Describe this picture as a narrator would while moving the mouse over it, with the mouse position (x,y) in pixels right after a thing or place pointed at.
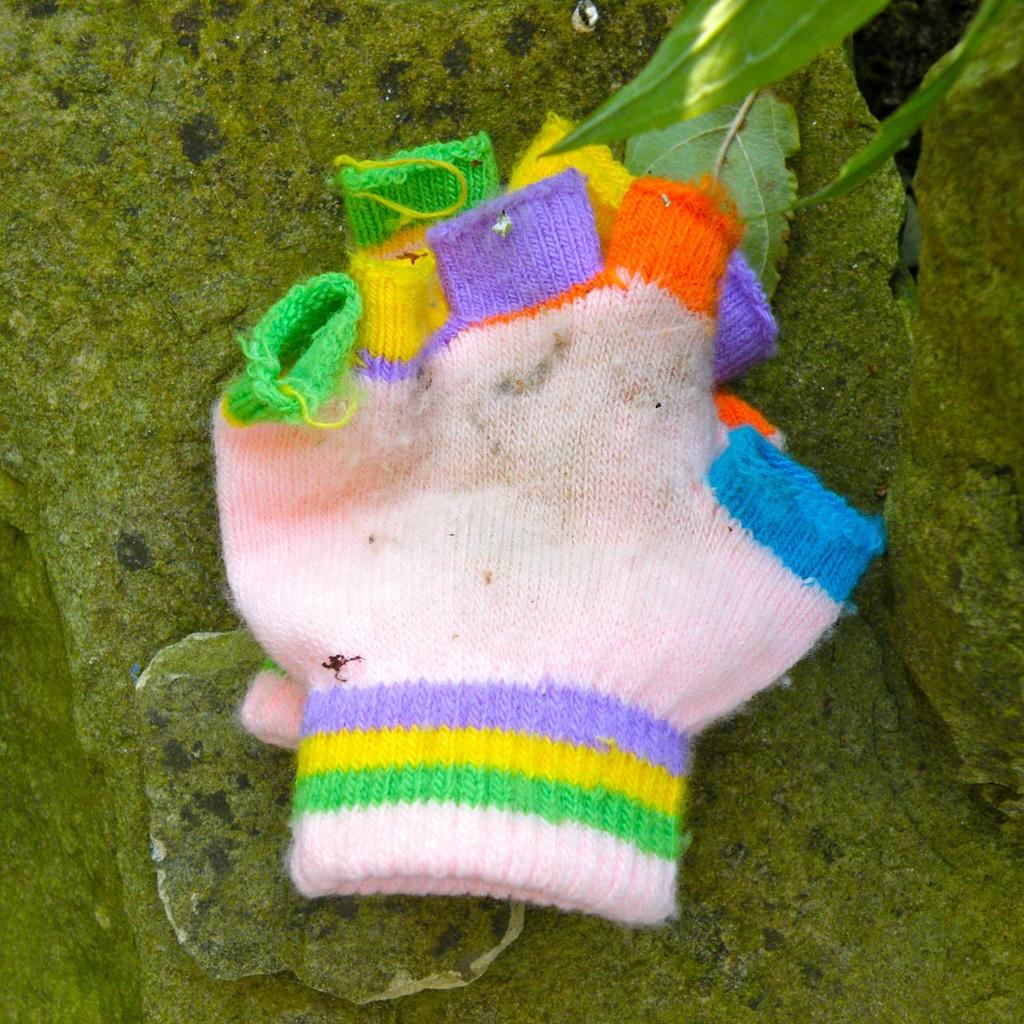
On the green surface (273,298) there is a colorful glove (537,275). Also there are leaves (769,24) in the image.
